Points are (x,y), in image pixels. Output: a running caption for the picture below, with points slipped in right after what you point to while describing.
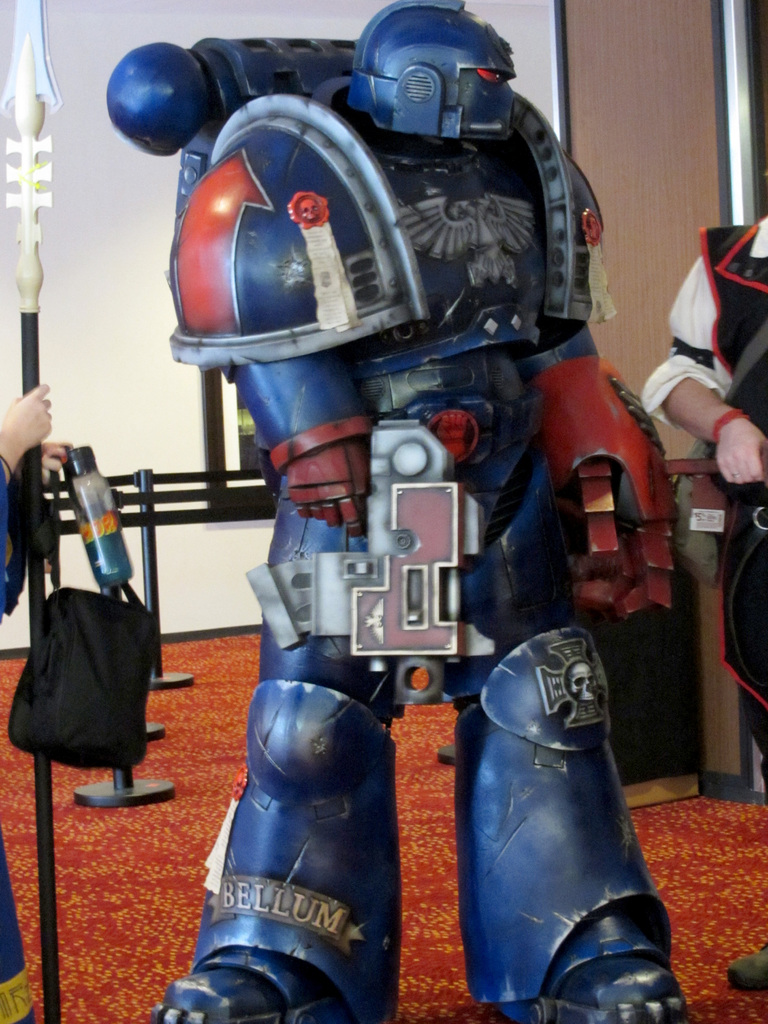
In this image I can see a transformer shaped toy (491,418) in blue color. On the right side (743,275) a man (683,347) is standing, at the bottom (174,903) it is the floor mat (146,905).
